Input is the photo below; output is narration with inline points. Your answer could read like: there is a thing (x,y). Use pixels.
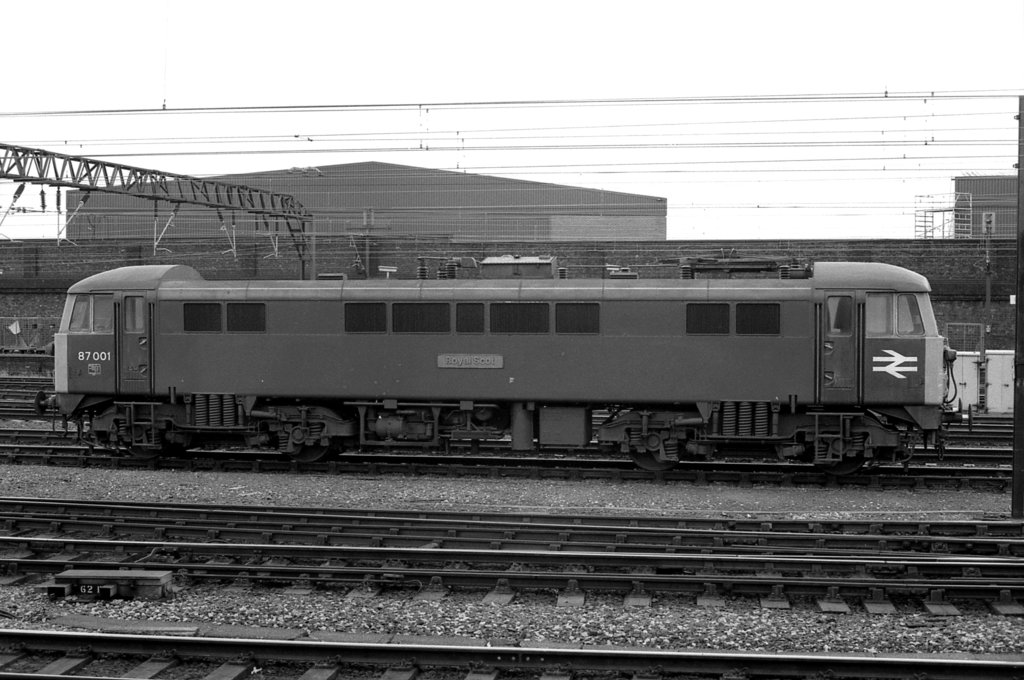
In this image, we can see a train (468,410) on the track (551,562) and in the background (932,153), there are poles (990,256) along with wires (975,156).
